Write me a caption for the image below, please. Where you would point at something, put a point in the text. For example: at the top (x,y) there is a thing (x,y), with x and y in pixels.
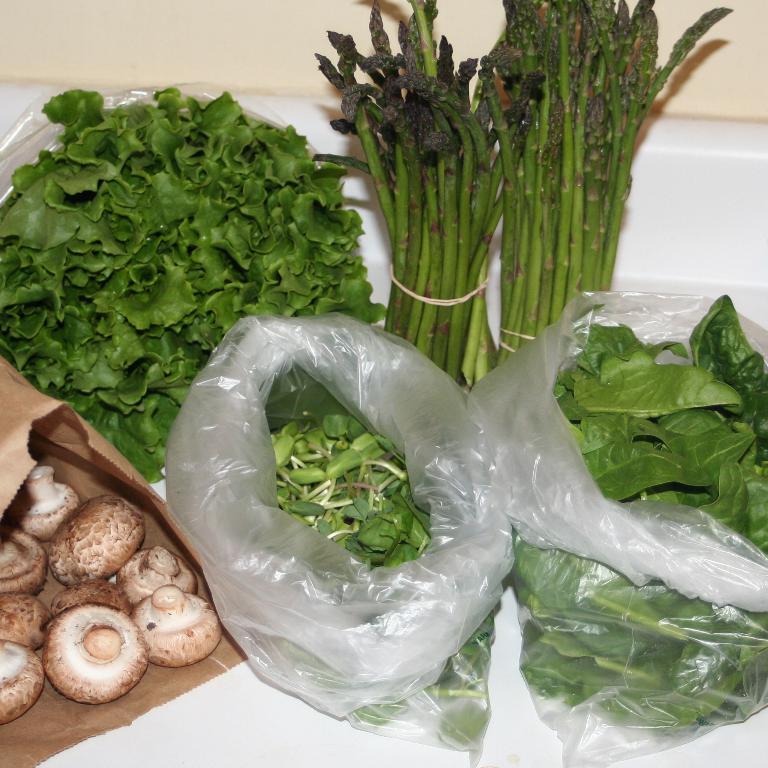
On a white surface (736,131) there are vegetables (278,301). There are 2 polythene covers (403,375) in which there are leafy vegetables (406,550). There are mushrooms (83,634) at the left (81,617) in a brown packet (3,427).
